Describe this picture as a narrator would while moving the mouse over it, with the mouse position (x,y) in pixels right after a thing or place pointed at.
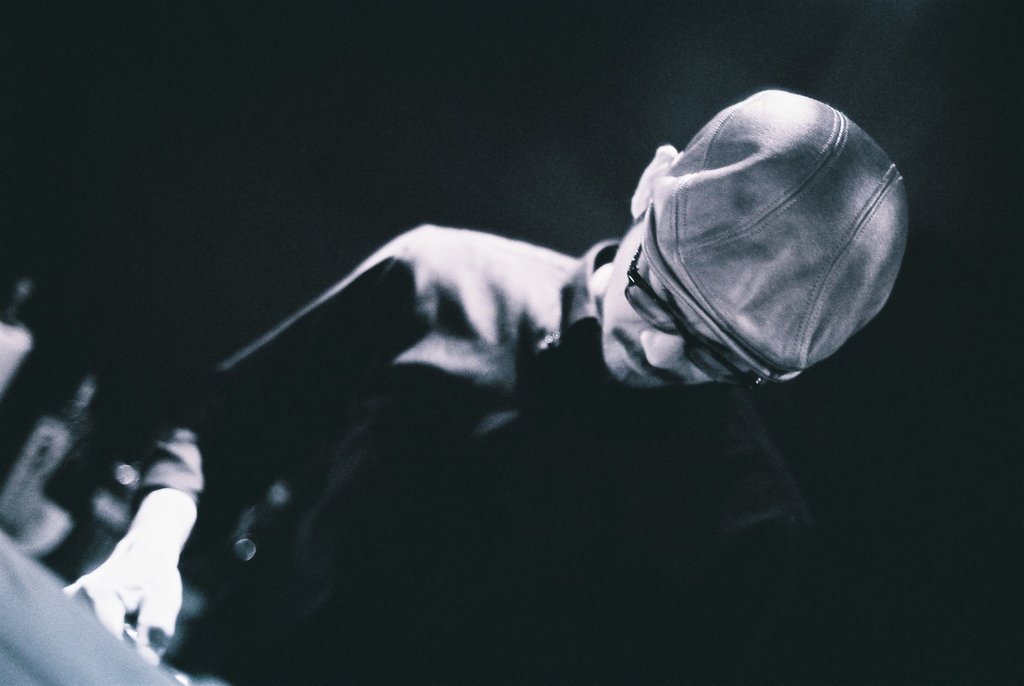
This is a black and white picture. Here we can see a man (743,291). He wore a cap (797,310) and spectacles (677,332). There is a dark background (760,15) and we can see few objects (2,334).
